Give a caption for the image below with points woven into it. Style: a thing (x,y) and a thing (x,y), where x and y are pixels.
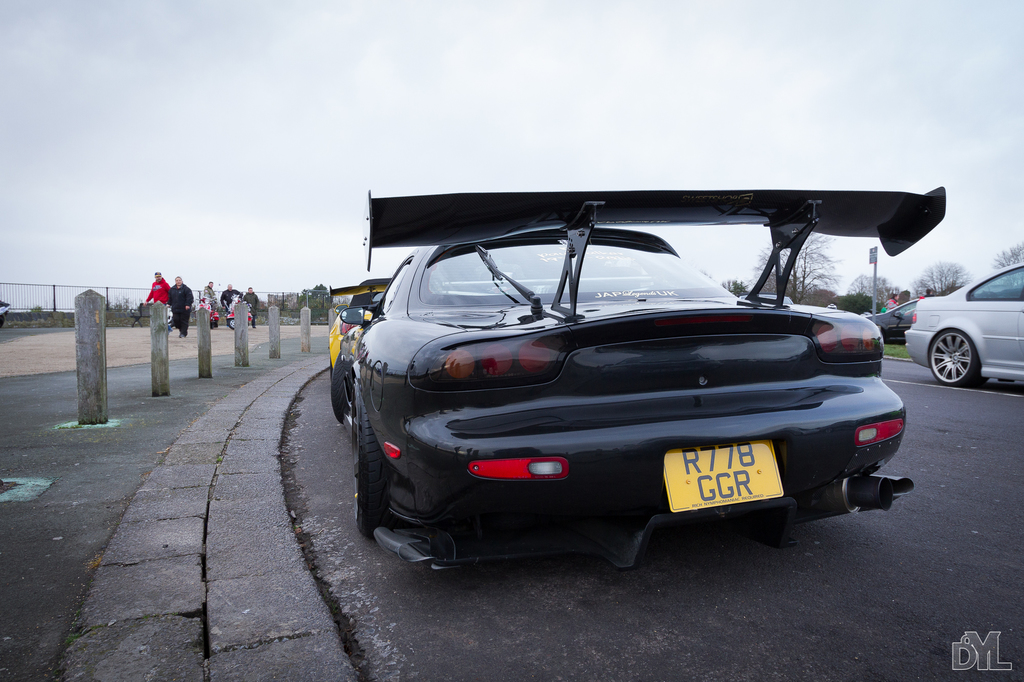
In the picture I can see the cars (346,291) on the road (910,376). I can see the poles (202,358) on the side of the road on the left side (306,322). I can see a few persons (180,335) on the left side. In the background (308,304), I can see the metal fence (215,292) and trees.
